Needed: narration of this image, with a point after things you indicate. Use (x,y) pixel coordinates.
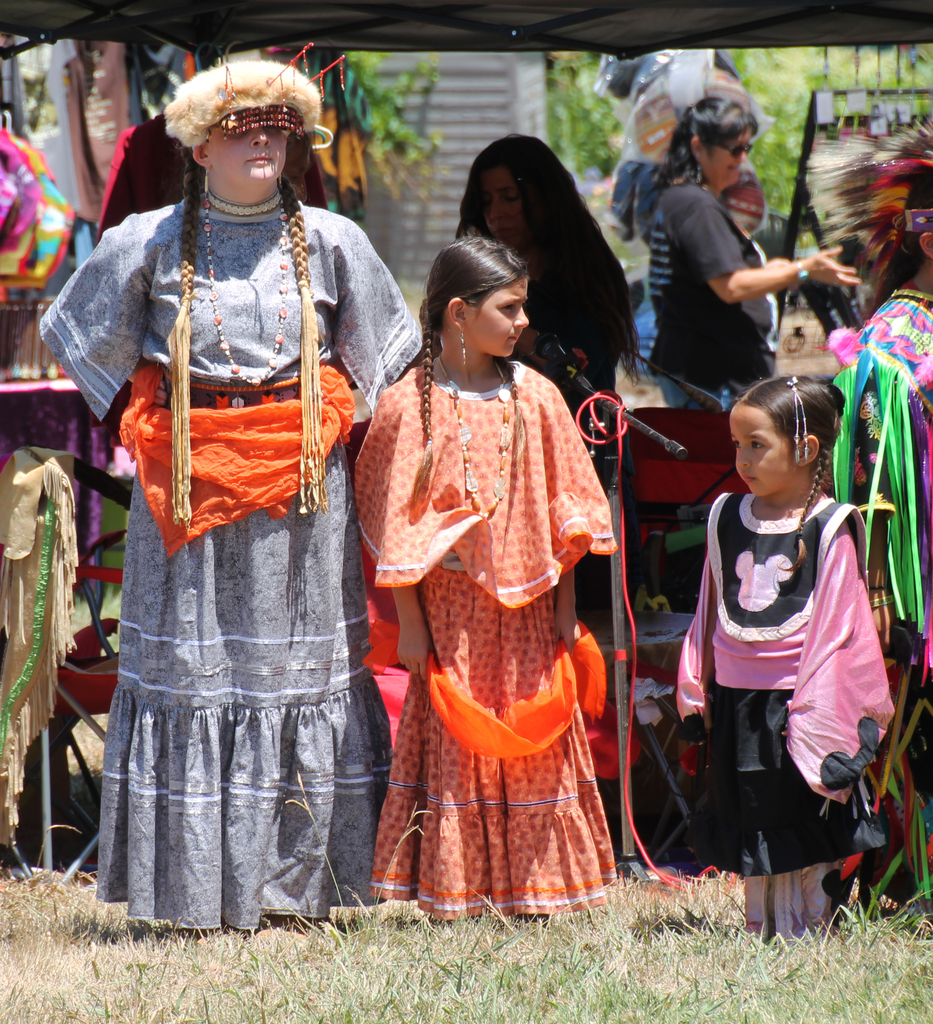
In the center of the image (499,610) there are persons (287,794) standing on the ground (326,962). In the background (680,260) there is a mic (605,433), chairs (648,456), clothes (336,110), women (539,212), persons (589,212), trees (587,117) and wall (480,114).
